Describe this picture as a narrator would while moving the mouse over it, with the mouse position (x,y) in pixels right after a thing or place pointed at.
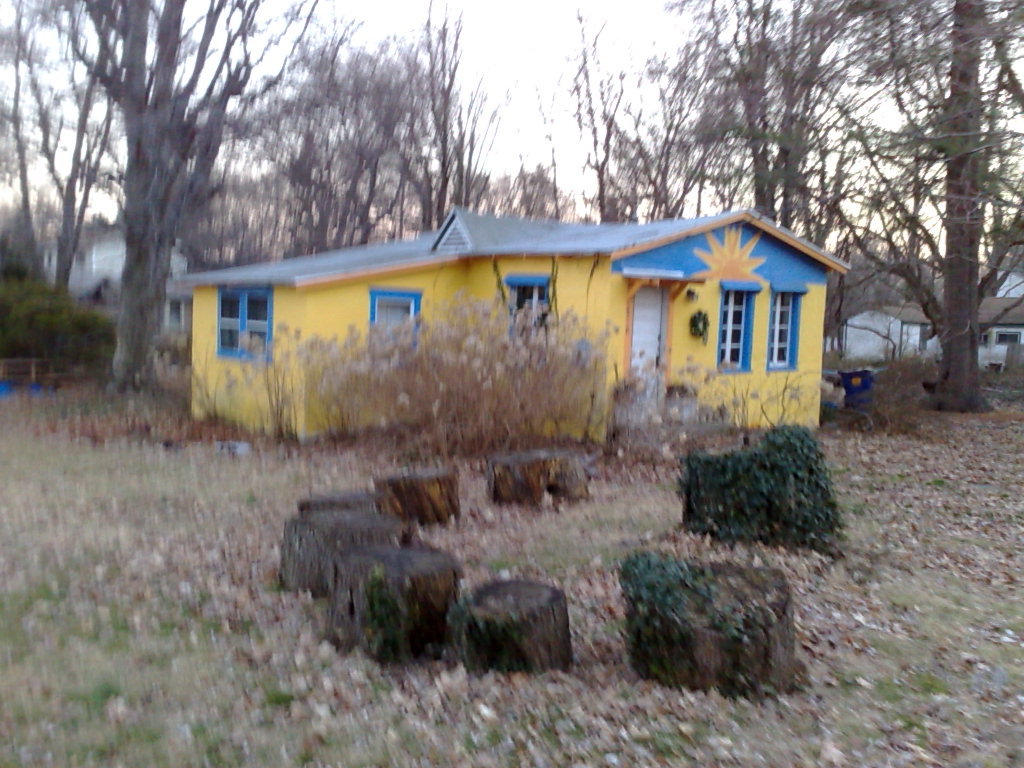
This picture is clicked outside. In the foreground (348,546) we can see there are some objects (425,494) and we can see the plants (564,387). In the center (600,278) there is a yellow color house (563,284) and we can see the door (638,299) and windows (779,333) of the house (765,333). In the background (284,213) there is a sky (480,72), trees (607,221), and some houses (983,341).
